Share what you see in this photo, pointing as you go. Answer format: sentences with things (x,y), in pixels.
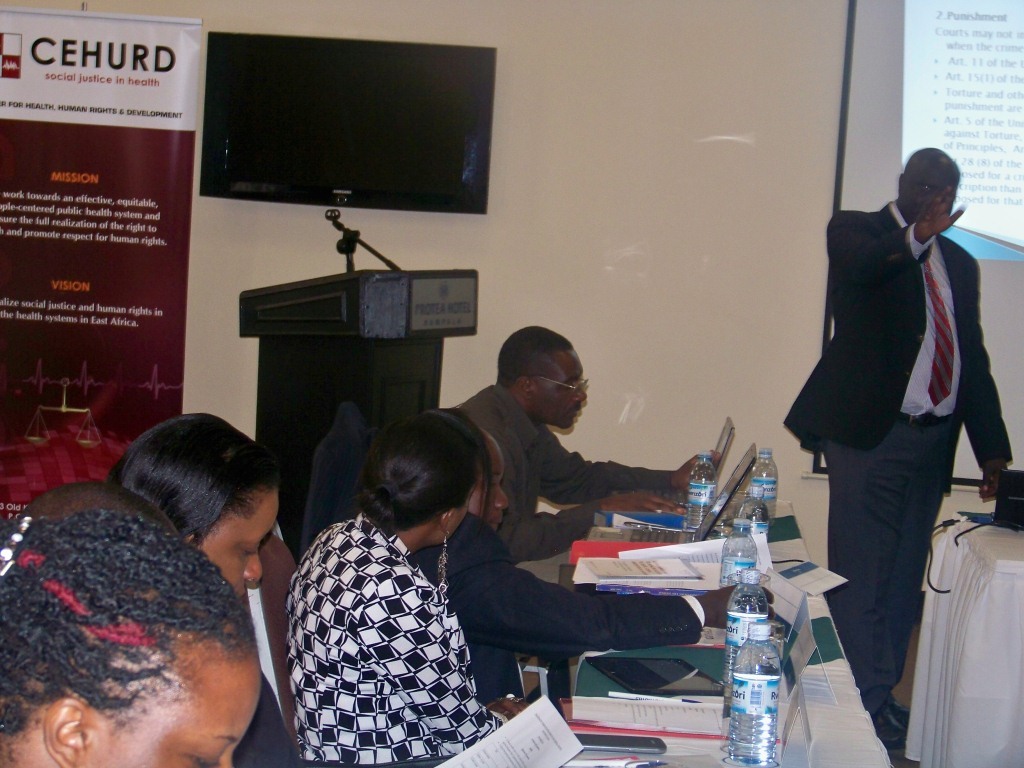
In the foreground of this image (310,599), on the left (241,587), there are persons (393,553) sitting on the chairs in front of a table (716,754) on which there are bottles (741,626), papers (661,556), books (661,580), laptops (722,497), mobile (617,741) and a tab (670,666). In the background (313,389) left, there is a podium (299,318), banner (124,212) and the wall (559,118). On the right (891,429), there is a man (897,510) standing in front of a table (1007,558) on which, there is a laptop (1016,491). In the background (1005,168), there is a screen (954,110) on a white board (871,138).
